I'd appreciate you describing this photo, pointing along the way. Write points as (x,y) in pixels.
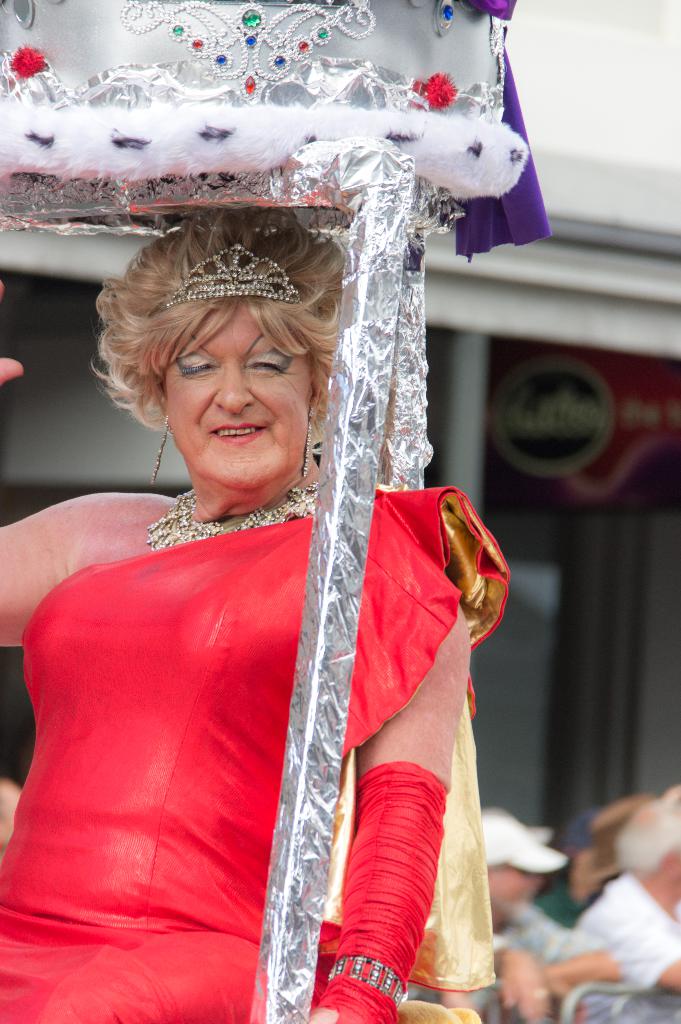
In this image I can see the person (259,594) wearing the red color dress (216,688) and the person (197,423) is under the silver color decorative object (315,877). In the background (527,980) I can see the group of people (538,941) and the building (512,462) with board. I can see there is a blurred background (506,836).
